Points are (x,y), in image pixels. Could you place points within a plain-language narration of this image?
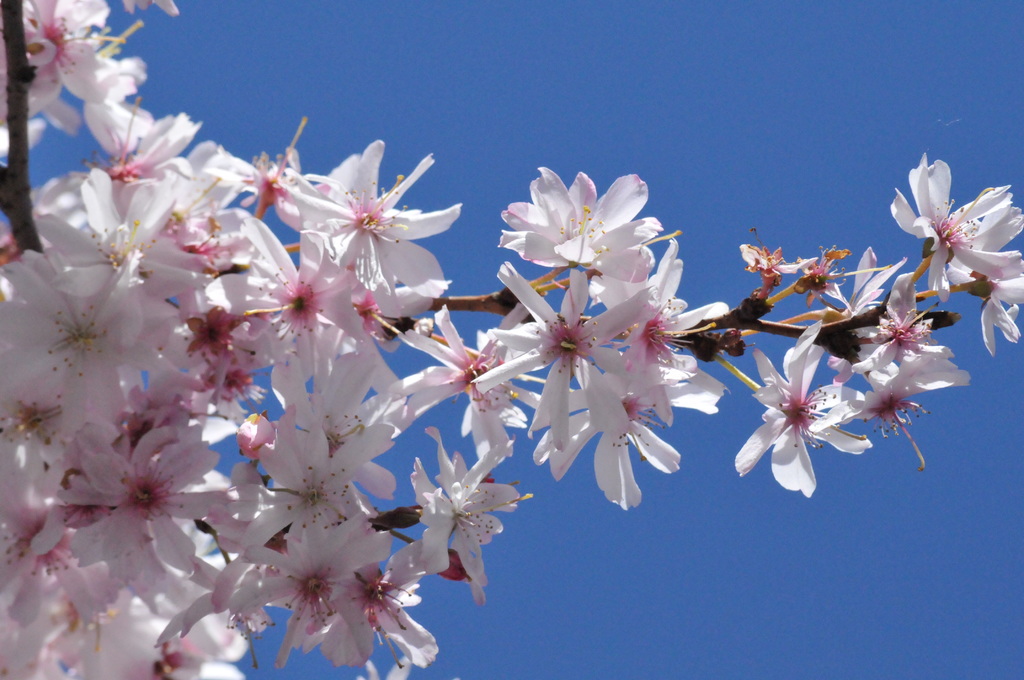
In this image we can see one tree (31,381) with flowers (532,322) and buds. In the background (499,596) there is the sky (198,116).
